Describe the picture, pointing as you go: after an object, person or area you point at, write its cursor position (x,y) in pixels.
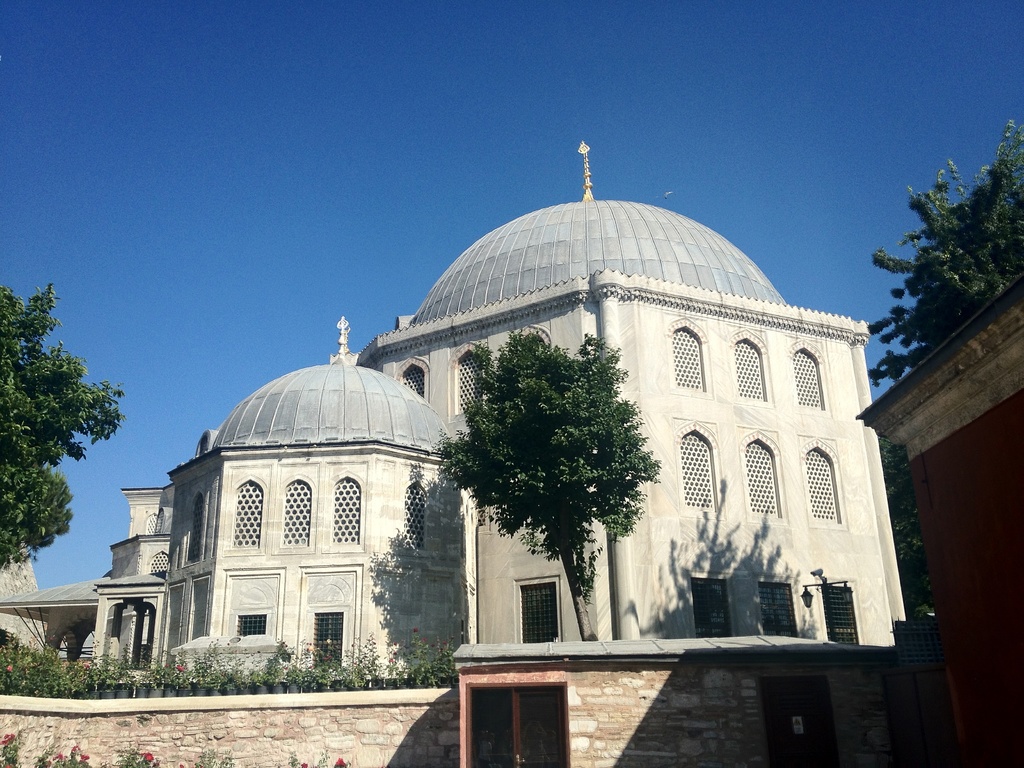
In this image there is a building (226,434). These are plants (415,674). There are trees (38,460) over here. The sky (450,247) is clear.
